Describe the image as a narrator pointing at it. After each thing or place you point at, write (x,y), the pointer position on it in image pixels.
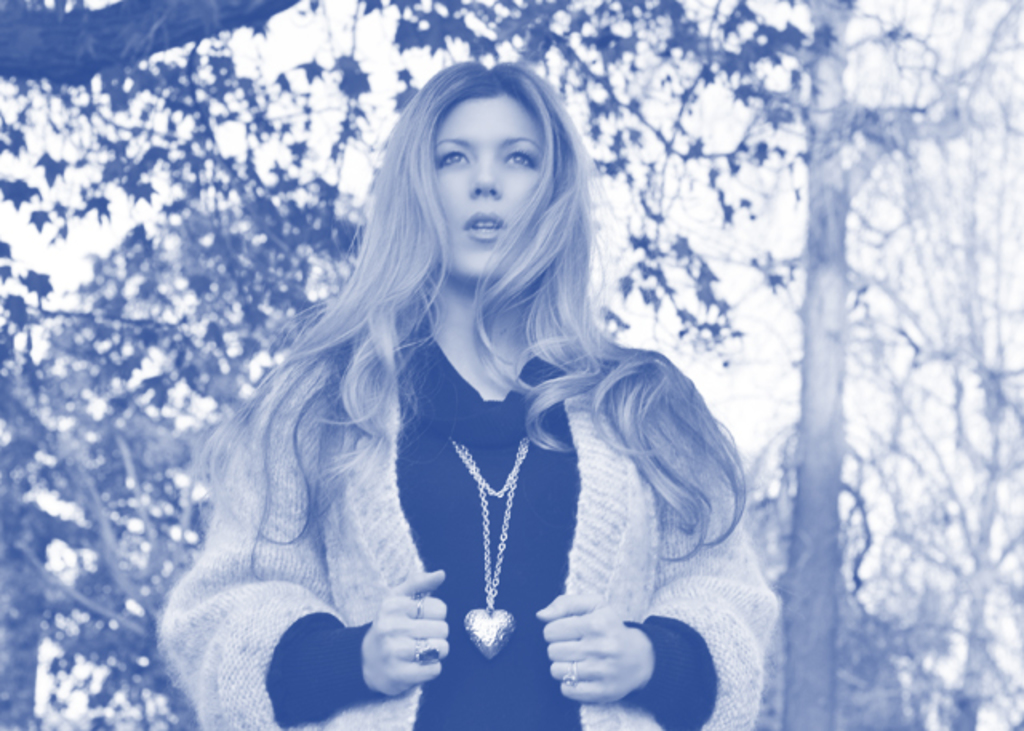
This is an edited image and here we can see a lady (536,436) wearing a coat (366,499) and a chain (493,598) and in the background (53,70), there are trees (822,270).
